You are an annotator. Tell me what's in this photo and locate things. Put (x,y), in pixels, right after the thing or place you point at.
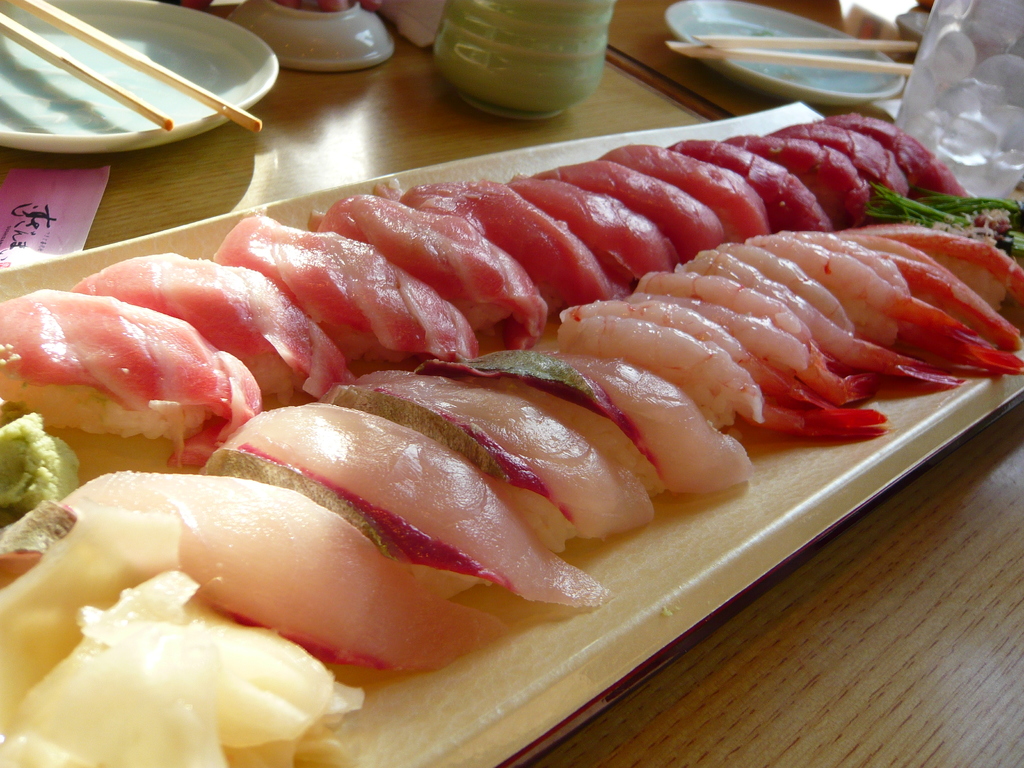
In this Image I see food (788,155) and plates (104,17) on which there are chopsticks (53,53).
